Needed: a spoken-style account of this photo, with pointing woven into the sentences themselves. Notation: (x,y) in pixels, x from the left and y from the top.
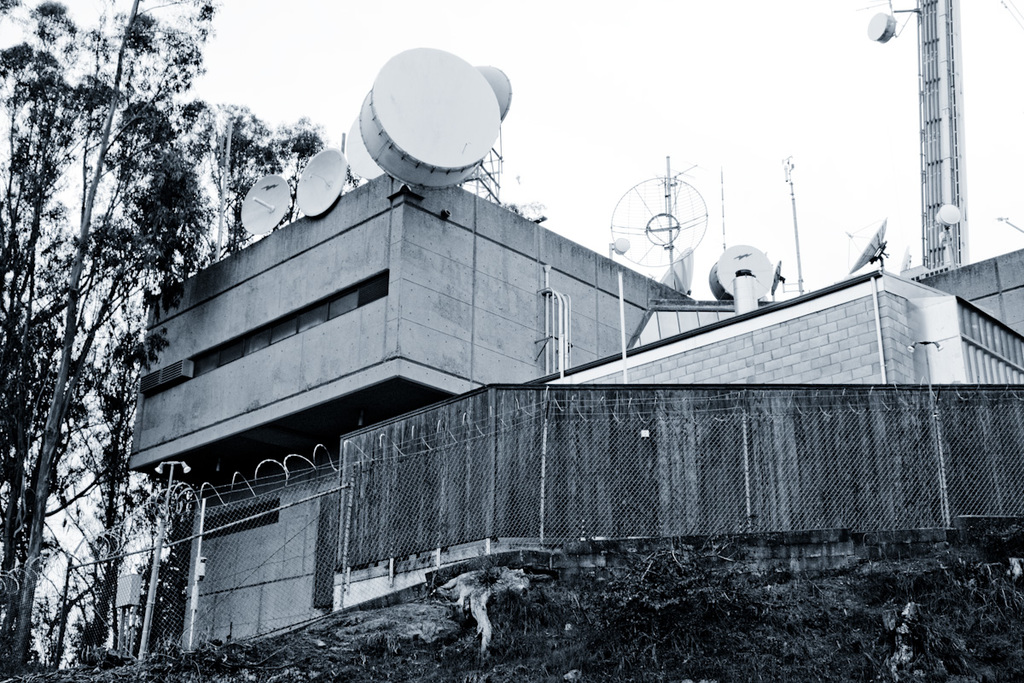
In this black and white picture there is a building (459,339) having satellite dishes (414,125) on it. Before building (296,621) there is a fence (237,595) on the land (675,659). Left side (136,170) there are few trees (96,224). Top of image (595,106) there is sky (833,130).
